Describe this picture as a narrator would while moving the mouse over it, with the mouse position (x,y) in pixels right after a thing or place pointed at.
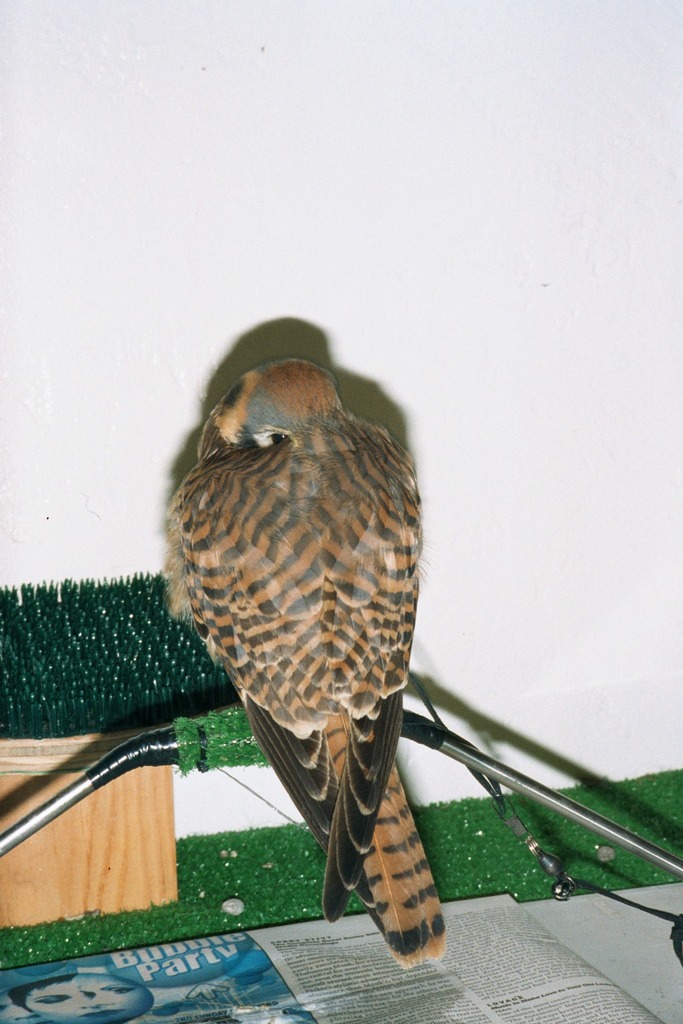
This picture is clicked inside the room (268,624). The bird (268,624) in the middle of the picture (344,679) is on the thin iron rod (641,850). Behind that, we see a wall (406,270) in white color. At the bottom of the picture (514,955), we see a newspaper (347,968) and an artificial grass (266,867).
